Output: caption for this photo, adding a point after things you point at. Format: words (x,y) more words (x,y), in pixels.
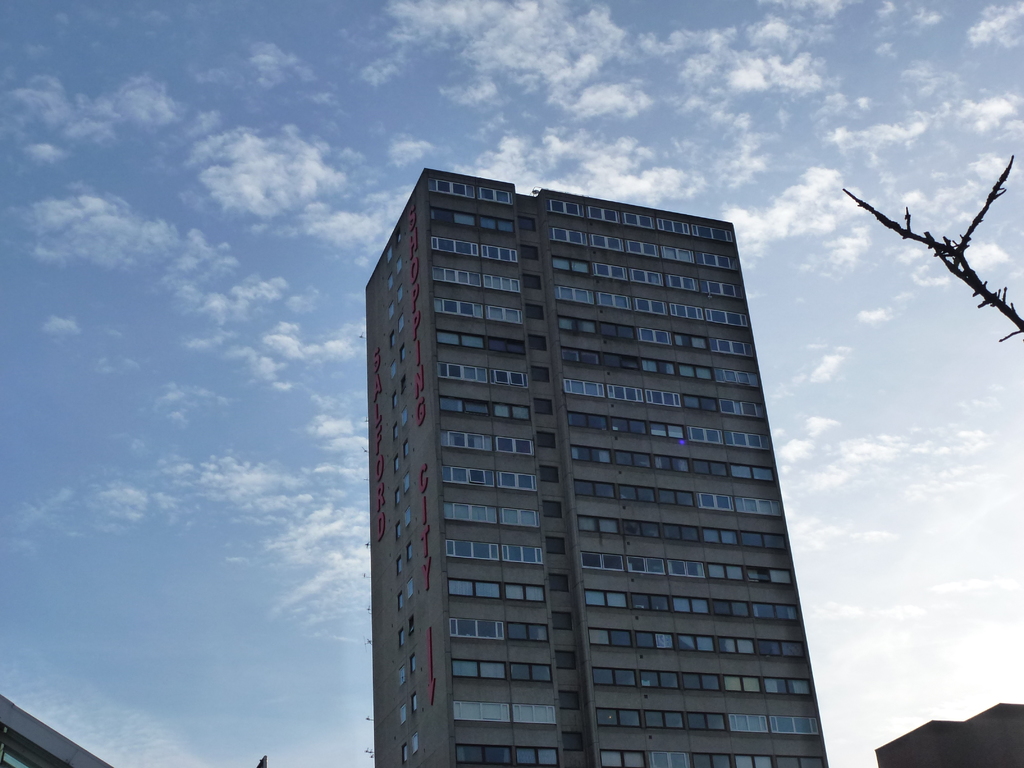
In this picture we can observe a tall building (443,562). In the background (202,503) there is a sky (257,143) with some clouds (593,106).
